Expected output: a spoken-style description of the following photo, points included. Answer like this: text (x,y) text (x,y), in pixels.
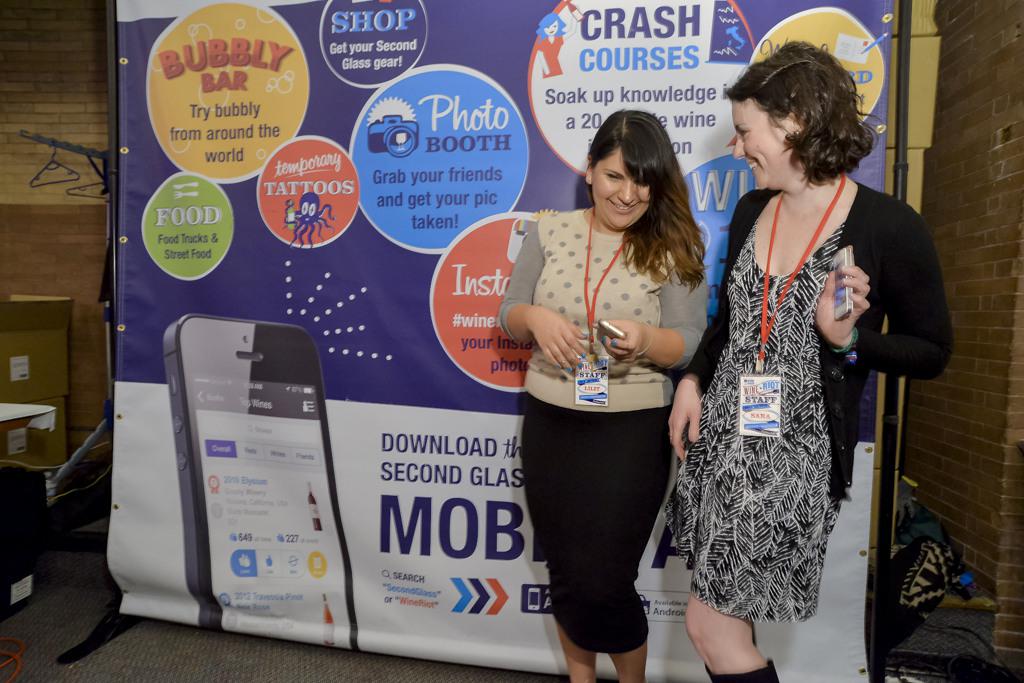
There are two women (575,669) standing on the floor (206,655). They are smiling. There is a banner (331,285) and this is carpet (54,621). In the background (971,318) there is a wall (984,341) and these are the boxes (58,430).
